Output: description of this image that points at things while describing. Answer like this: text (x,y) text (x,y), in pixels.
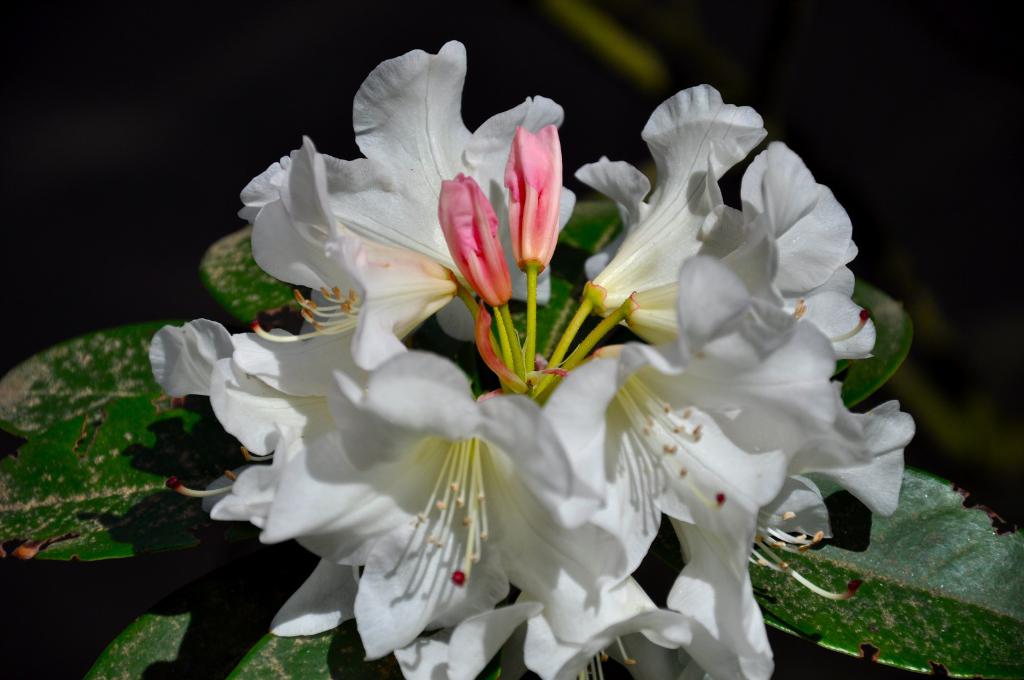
This image consists of flowers (704,144) in white color along with green leaves (45,480). The background (259,65) is blurred.
